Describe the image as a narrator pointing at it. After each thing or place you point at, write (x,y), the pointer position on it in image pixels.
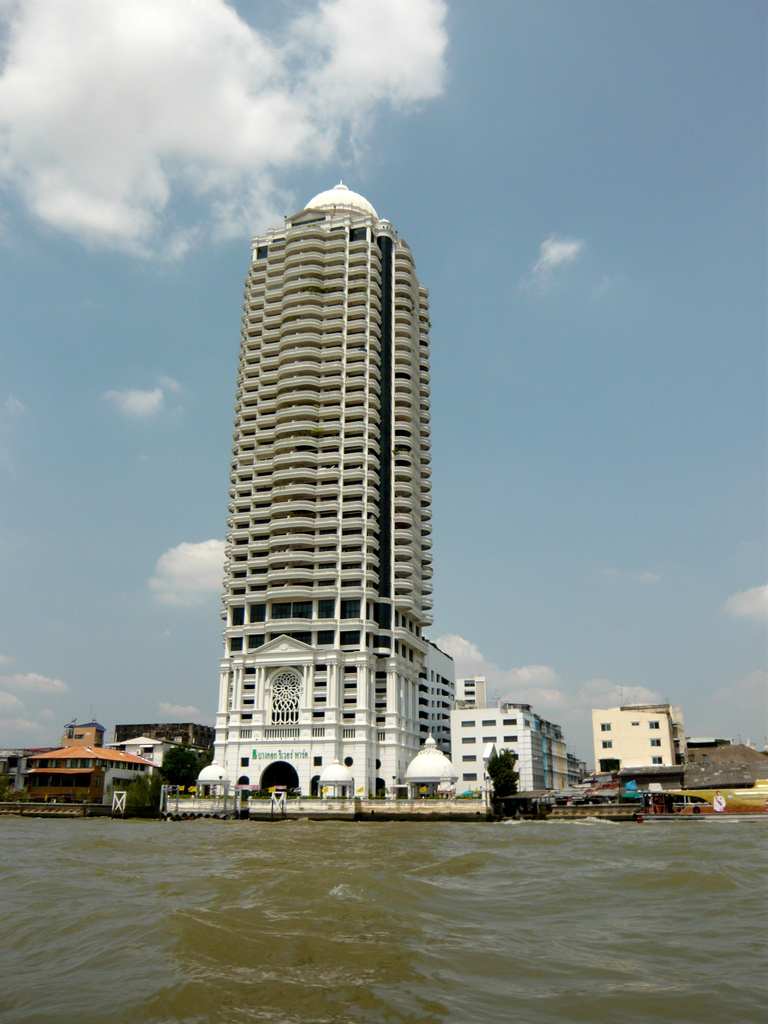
There is a sea (391,896) at the bottom of this image (391,896) and there are some buildings (404,746) in the background (391,766). There is a sky (192,496) at the top of this image (192,274).
